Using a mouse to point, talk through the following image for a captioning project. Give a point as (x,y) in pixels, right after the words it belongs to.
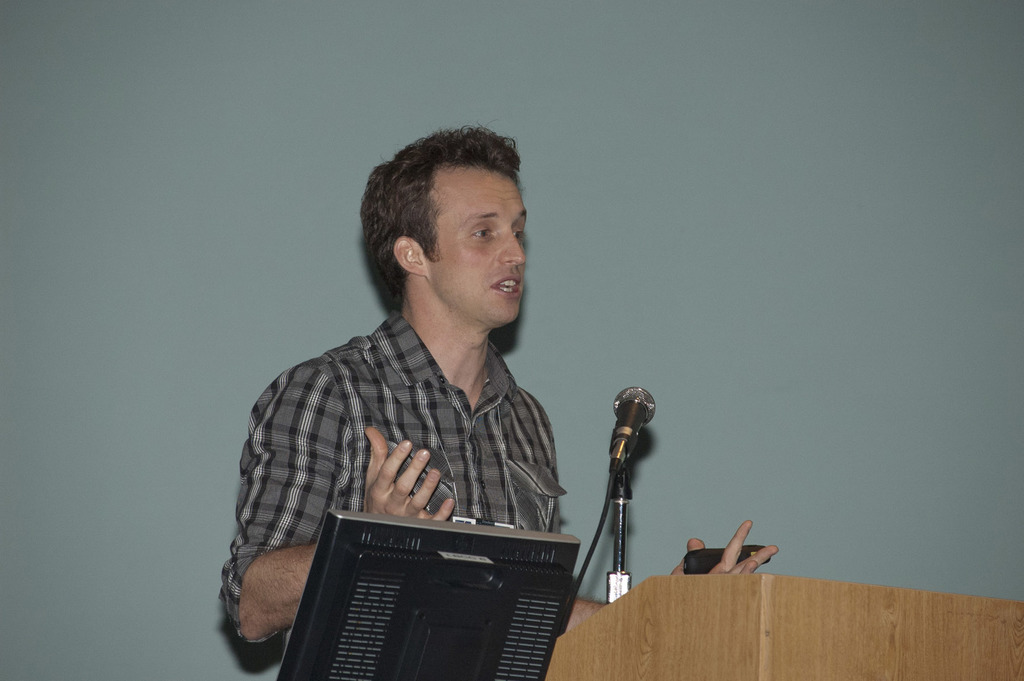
In this picture, it looks like a podium (644,664) and on the podium (640,629) there is a cable (586,567) and a microphone (626,422) with a stand (624,562). On the left side of the podium (578,641), it looks like a monitor (444,604). A man (439,479) is standing behind the podium (614,625) and he is explaining something. Behind the man (357,354) there is a wall (231,165).
